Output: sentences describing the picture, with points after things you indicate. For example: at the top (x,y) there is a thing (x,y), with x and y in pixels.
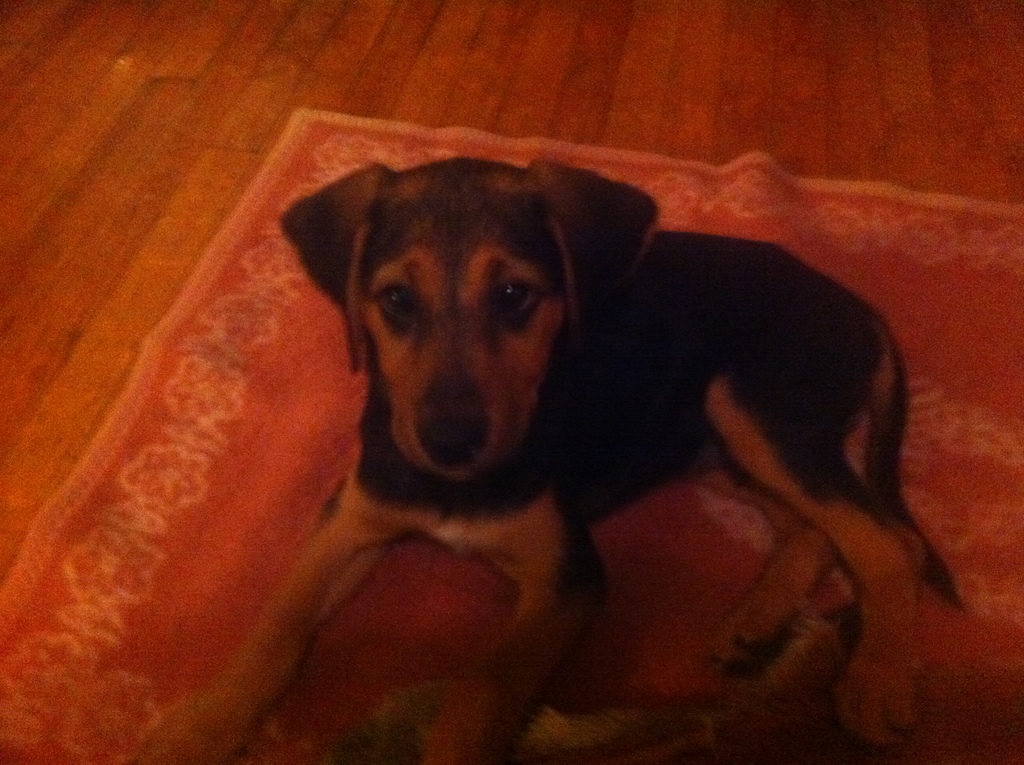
In the center of the picture (496,362) there is a dog (533,345), on a red color mat (273,274). At the top (160,73) it is floor (357,83).
